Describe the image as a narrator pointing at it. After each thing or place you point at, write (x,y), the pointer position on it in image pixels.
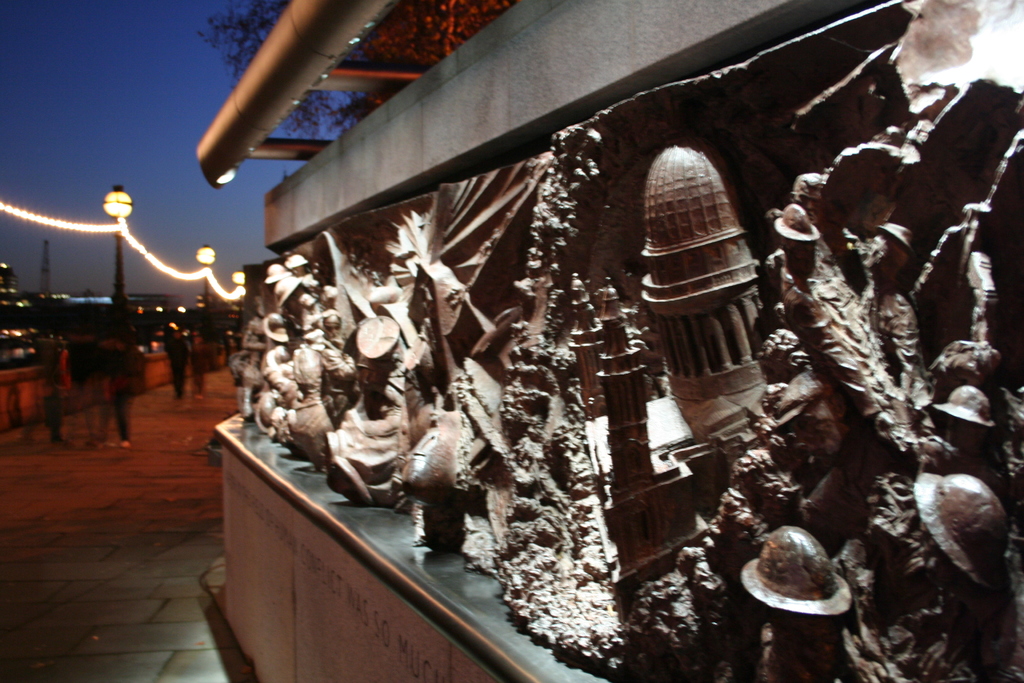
This image is taken outdoors. At the top of the image (65,102) there is a sky (103,144). At the bottom of the image (87,637) there is a road (87,490). On the right side of the image (703,116) there is an architecture (423,363) with carvings (629,380) on the wall (475,365) and there is a tree (434,32). On the left side of the image (119,265) there are a few rope lights (144,248) and street lights (118,308). A few people (108,395) are walking on the road (188,382).
